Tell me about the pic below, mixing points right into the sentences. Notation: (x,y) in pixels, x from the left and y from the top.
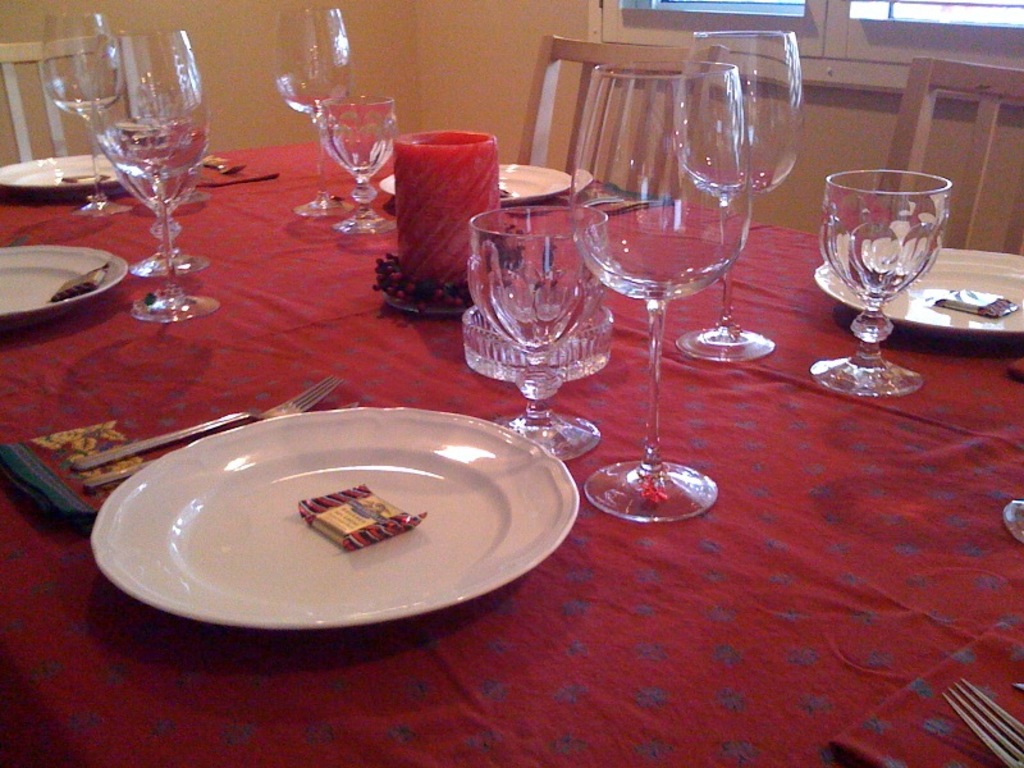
In the middle of the image (462,331) there is a table (269,364) on the table (795,344) there are some plates (339,457), glasses (535,236), spoons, forks (324,394). Surrounding the table (435,352) there are few chairs (985,90). Behind the chairs (1001,88) there's a wall (423,48). Top right side of the image (934,48) there is a window (885,43).
